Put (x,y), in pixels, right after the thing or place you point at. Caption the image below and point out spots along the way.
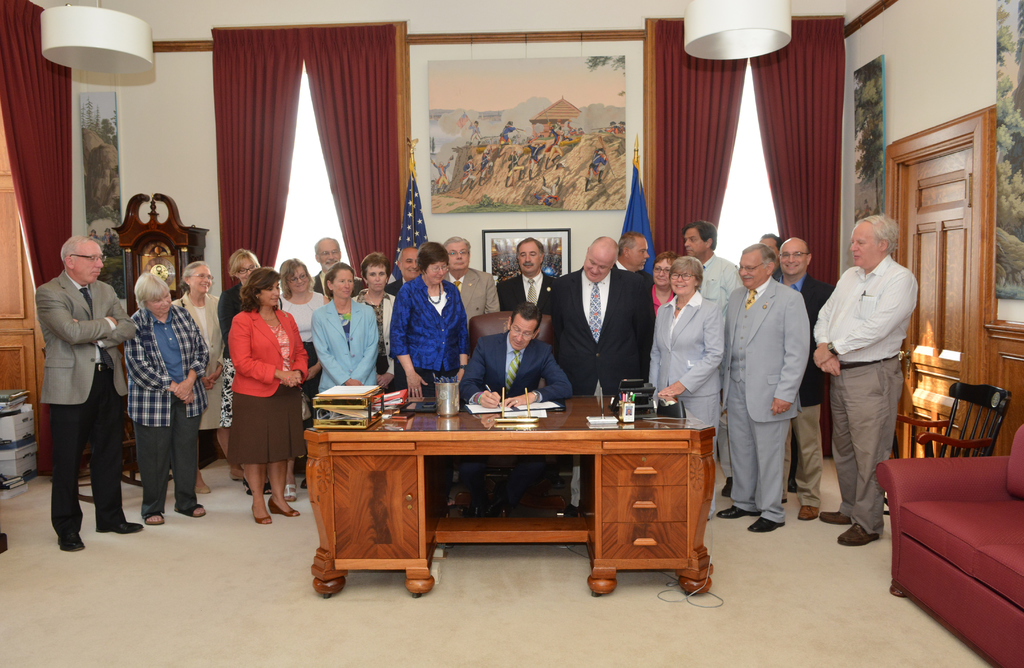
In this image I can see the group of people (414,327) standing. Among them one person (506,360) is sitting and writing something. In front of him there is a table (554,443) with books (475,411) on it. At the back side (386,158) there is a board (578,123) and curtains (677,130) attached to the wall (178,149).
